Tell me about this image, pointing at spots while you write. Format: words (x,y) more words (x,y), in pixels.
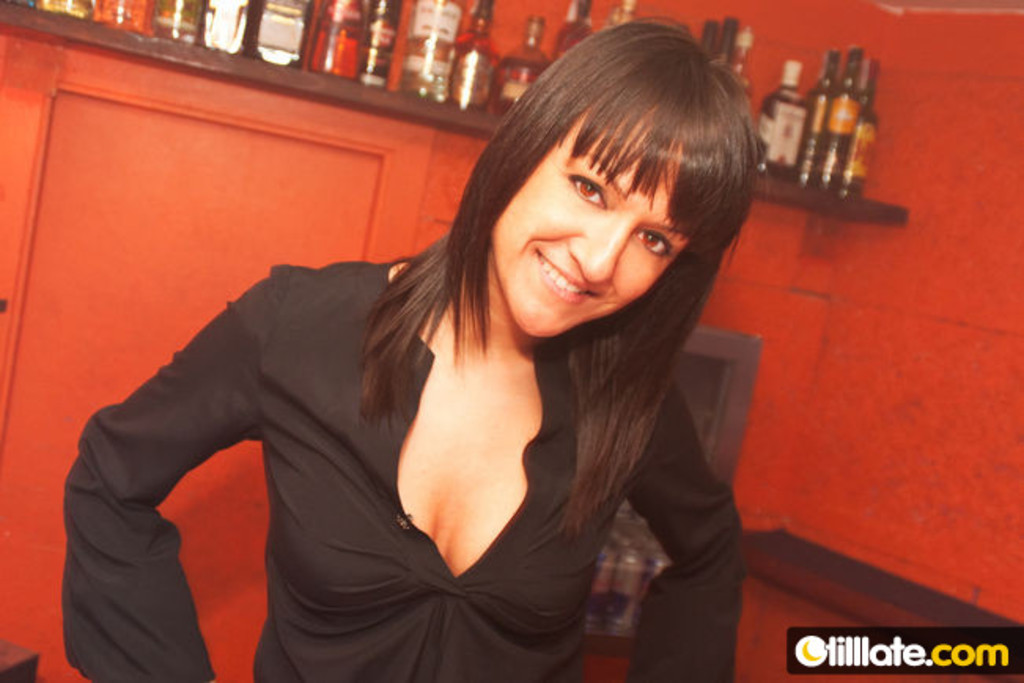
In this picture we can see a woman (575,656) smiling. There are a few bottles (148,11) visible on a shelf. We can see some text (992,646) in the bottom right (956,628). We can see a colorful wall (869,187) in the background (923,389).
